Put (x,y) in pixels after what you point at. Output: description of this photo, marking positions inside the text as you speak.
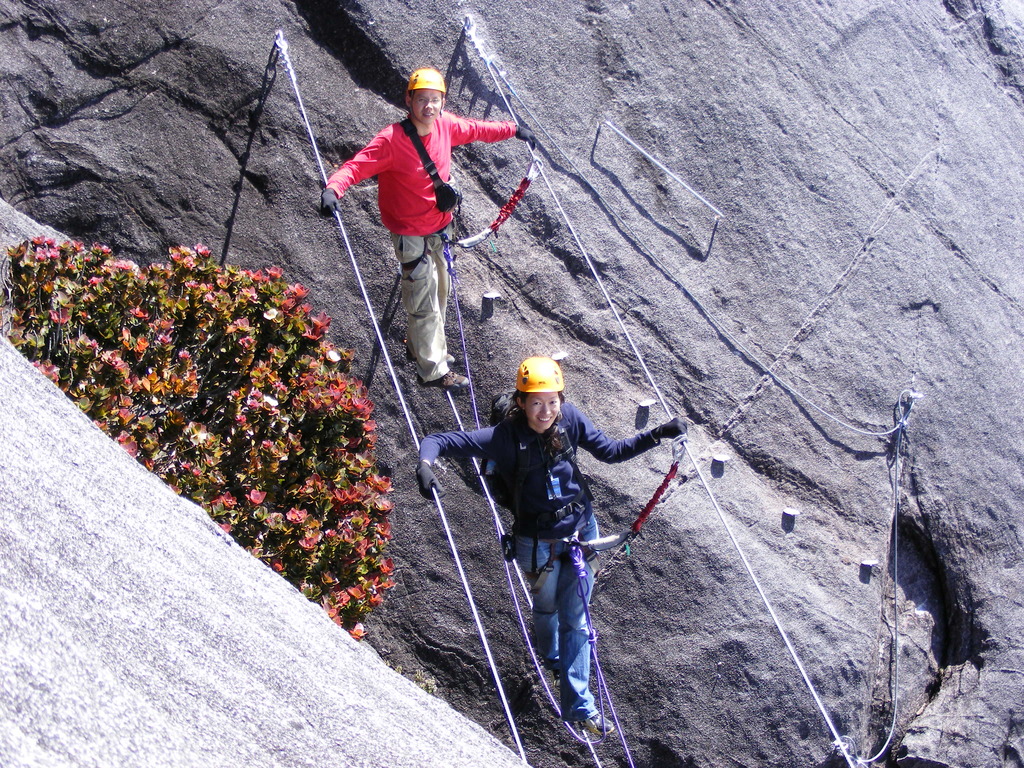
In this image we can see two persons (445,369) walking on the rope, there are plants (329,425), and the mountain (709,393).
